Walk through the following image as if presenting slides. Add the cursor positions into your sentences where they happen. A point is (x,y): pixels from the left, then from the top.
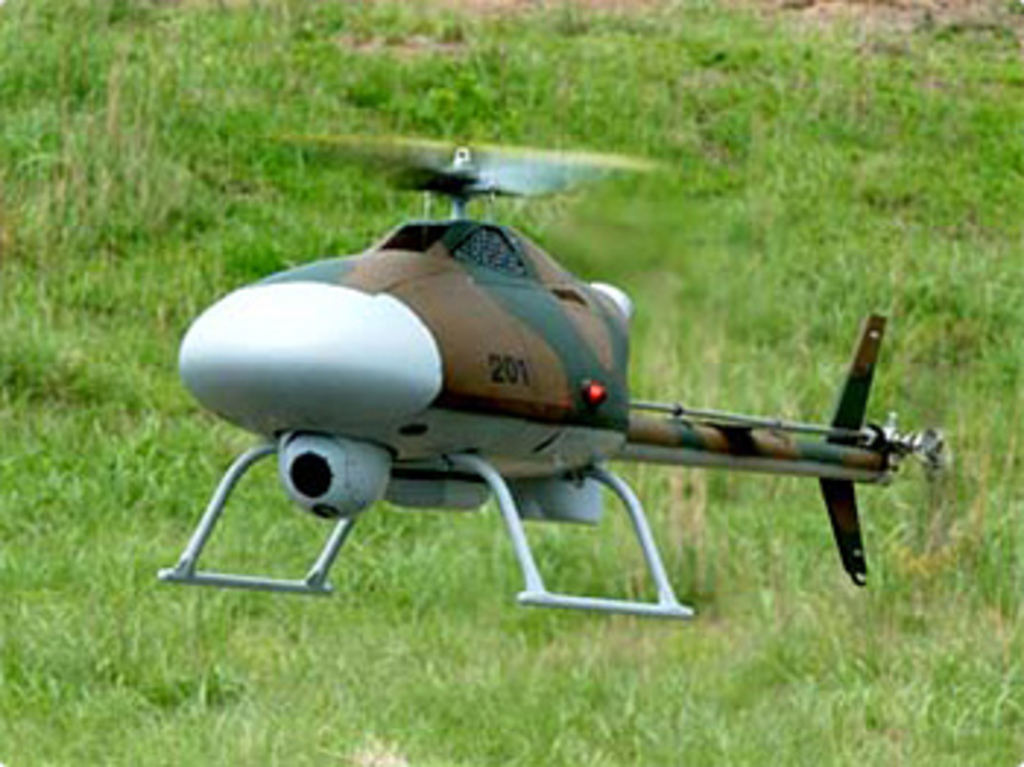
In this image, in the middle (442,343), we can see a helicopter (504,276) which is flying in the air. In the background (137,58), we can see a grass (953,653).
